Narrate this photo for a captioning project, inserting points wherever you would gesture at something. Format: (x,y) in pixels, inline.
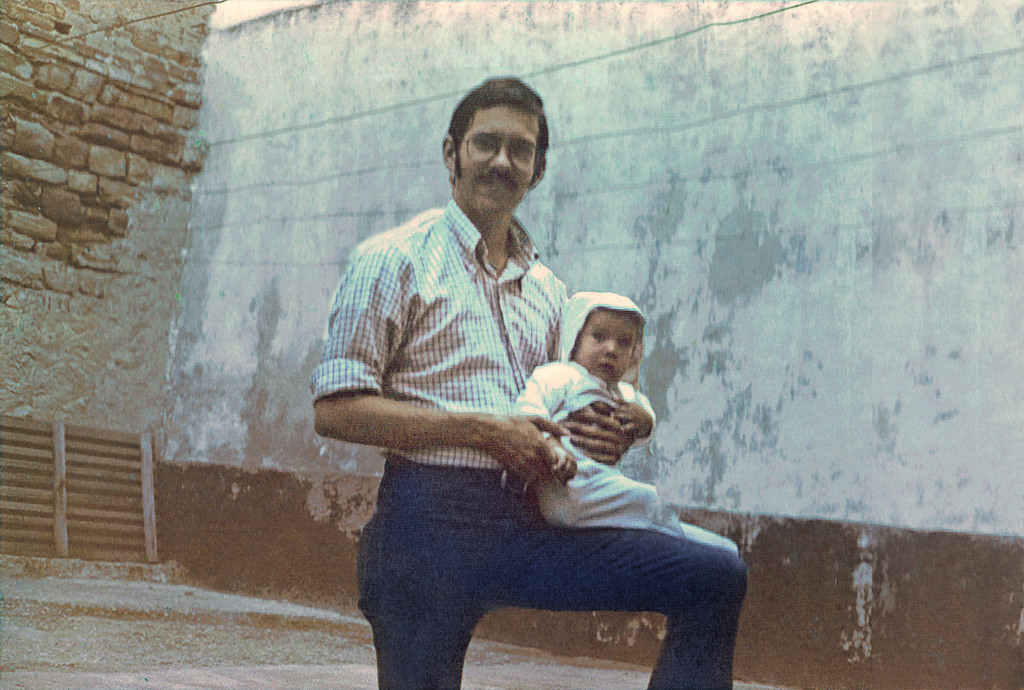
There is a person (489,95) smiling, holding a baby (622,395) and keeping this baby (546,377) on his lap (635,541). In the background (726,241), there is white wall (331,81) on which, there are lines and there is a brick wall (148,133).
